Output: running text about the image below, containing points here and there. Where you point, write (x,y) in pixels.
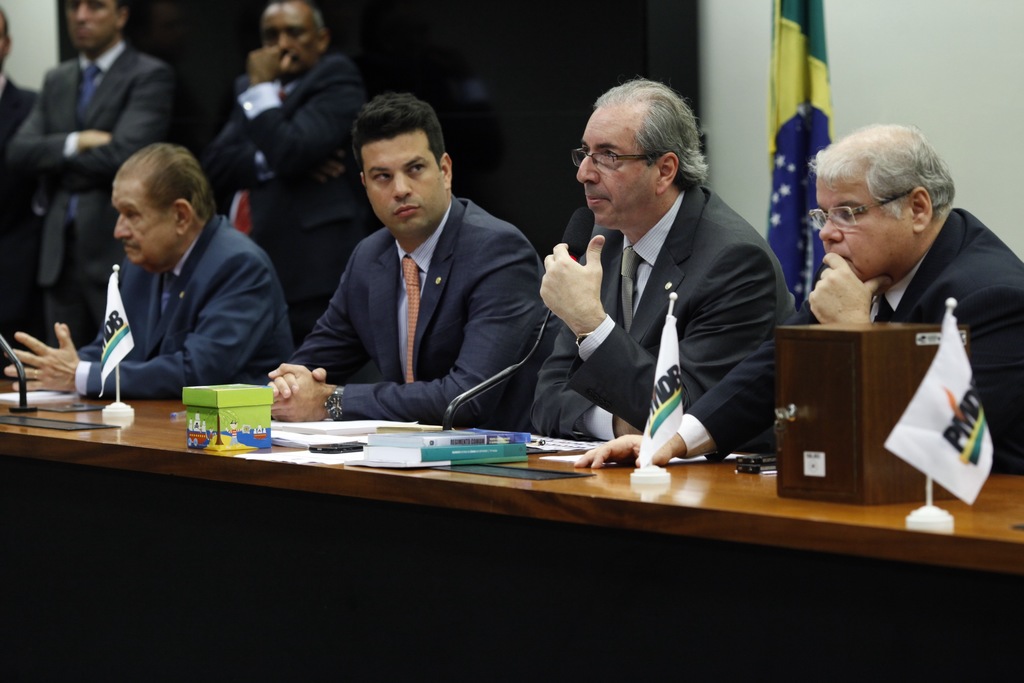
In this image we can see people (598,358) sitting and some of them are standing. At the bottom (955,581) there is a table (221,464) and we can see mics (8,352), flags (921,416), boxes (900,389), books (483,460) and papers (335,423) placed on the table (398,501). In the background (713,30) there is a wall (704,120) and we can see a flag (805,238).
